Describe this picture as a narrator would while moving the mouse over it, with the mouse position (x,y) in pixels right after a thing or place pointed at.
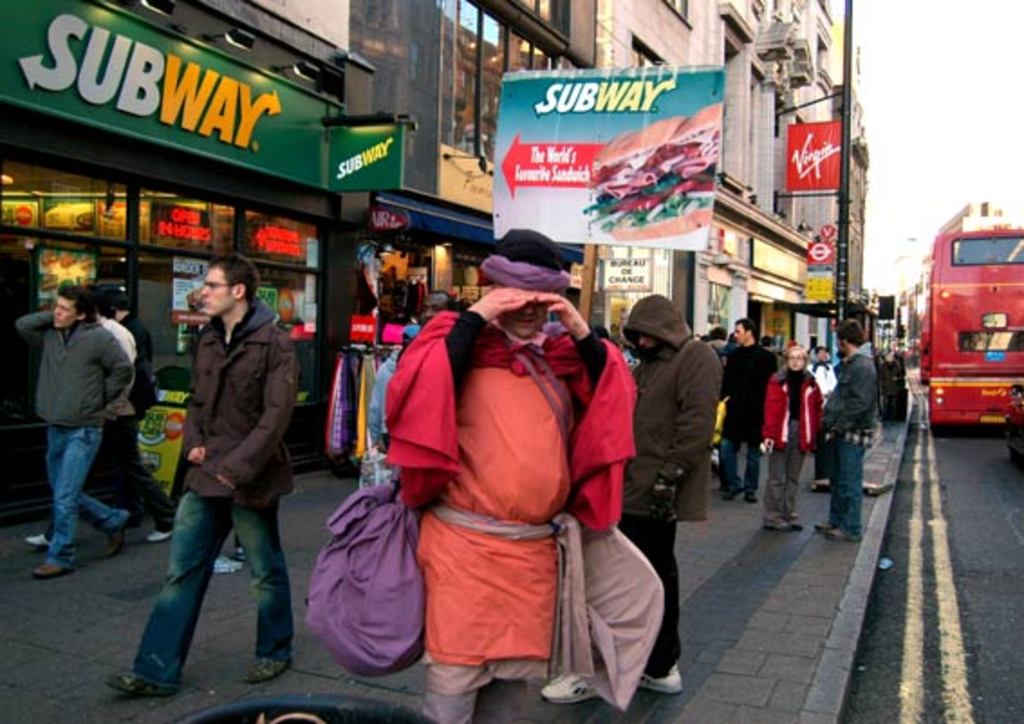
In the center of the image (653,289) we can see some buildings (385,86), boards (717,135), poles (845,38), some persons (487,352), clothes (359,420), bags (325,572) are present. On the right side of the image (949,333) we can see bus (978,349), road (976,555) are there. At the bottom of the image (736,682) footpath (799,627) is there. At the top right corner (942,19) sky (959,90) is there.
